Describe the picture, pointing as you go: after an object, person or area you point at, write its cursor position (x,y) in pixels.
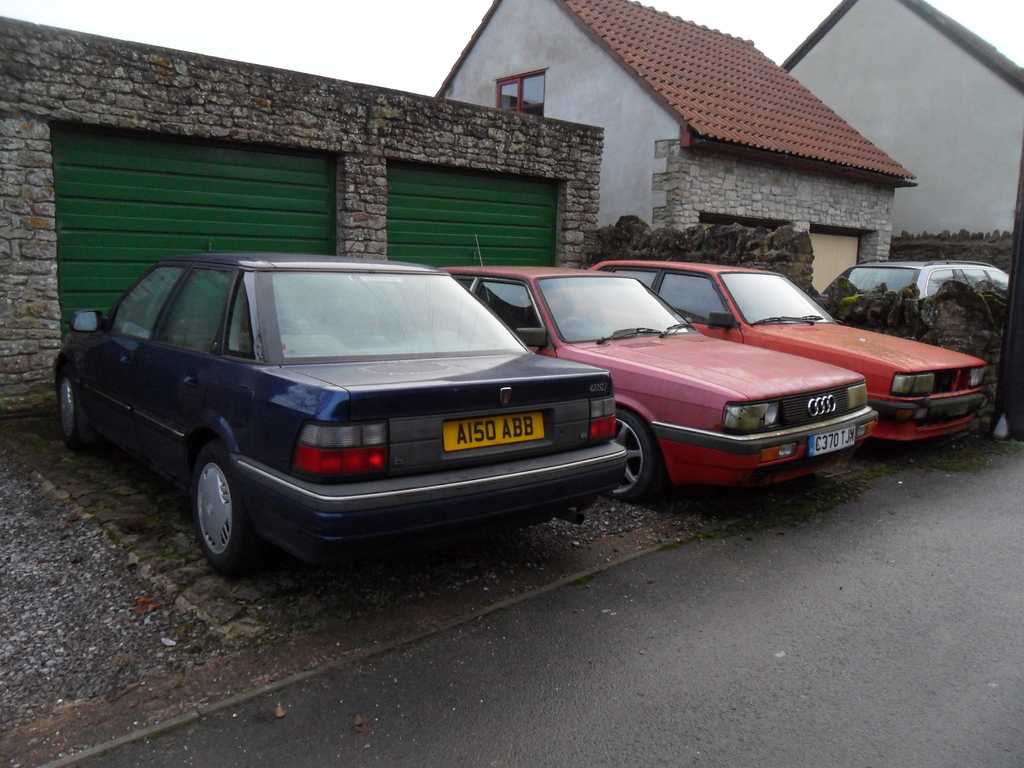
In this image, there are a few vehicles (786,342) and houses (677,173). We can see the wall (679,187) with some objects (444,172). We can see the ground (664,605) and the sky (401,68).
